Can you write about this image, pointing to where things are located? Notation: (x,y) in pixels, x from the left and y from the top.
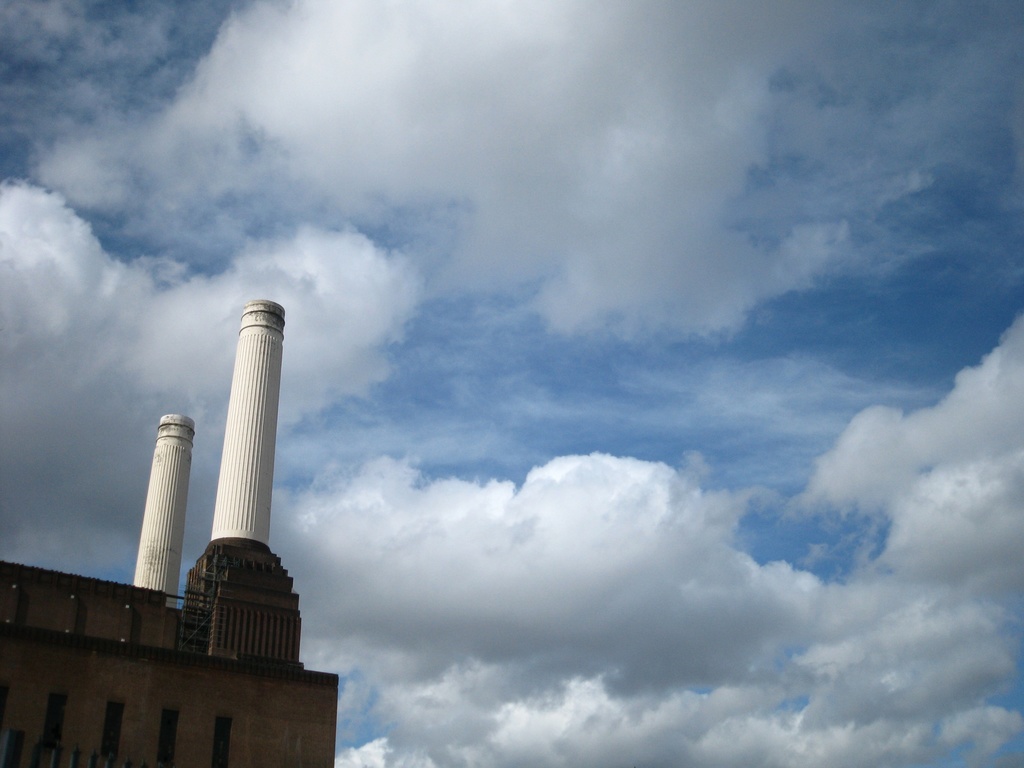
In this image I can see a building (178,703) which is brown in color and on it I can see two towers (267,428) which are white in color. In the background (165,371) I can see the sky (491,344).
